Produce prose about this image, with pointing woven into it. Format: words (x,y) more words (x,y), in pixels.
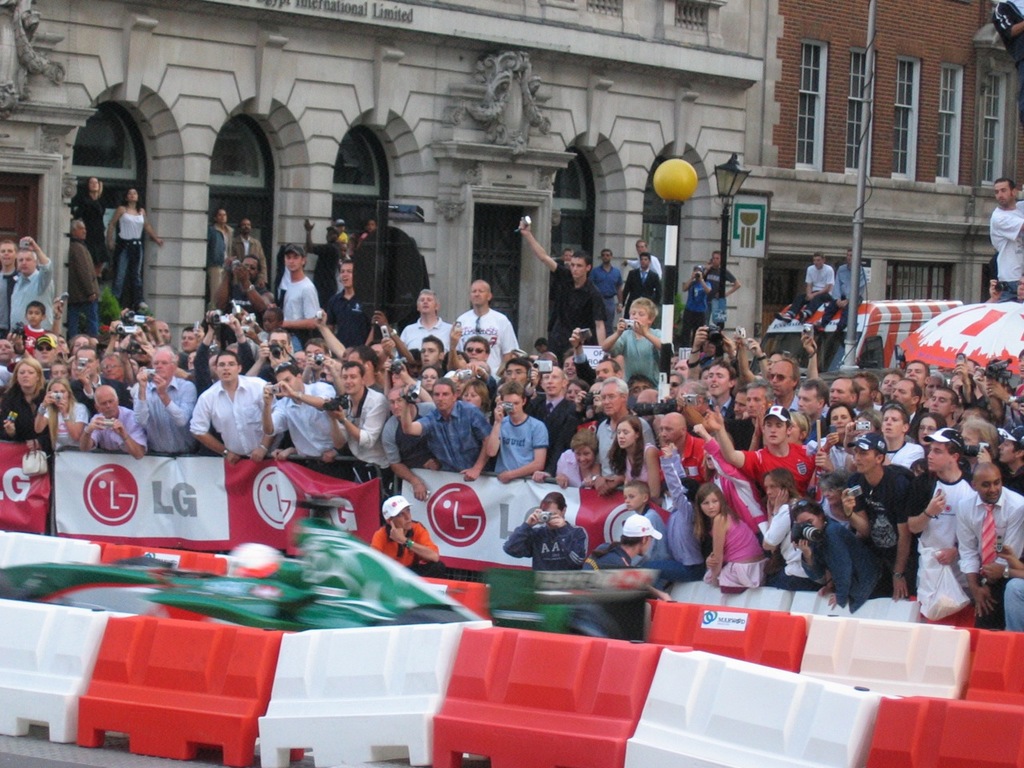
In this image I can see the group of people (557,460) with different color dresses (180,416). I can see few people (306,414) are holding the cameras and few people (44,434) are holding the banner (438,501). In-front of these people (398,504) I can see the plastic road dividers (201,727) which are in red and white color. In the background (880,290) I can see many poles (866,163), umbrellas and the building (729,78) with windows (825,114).
